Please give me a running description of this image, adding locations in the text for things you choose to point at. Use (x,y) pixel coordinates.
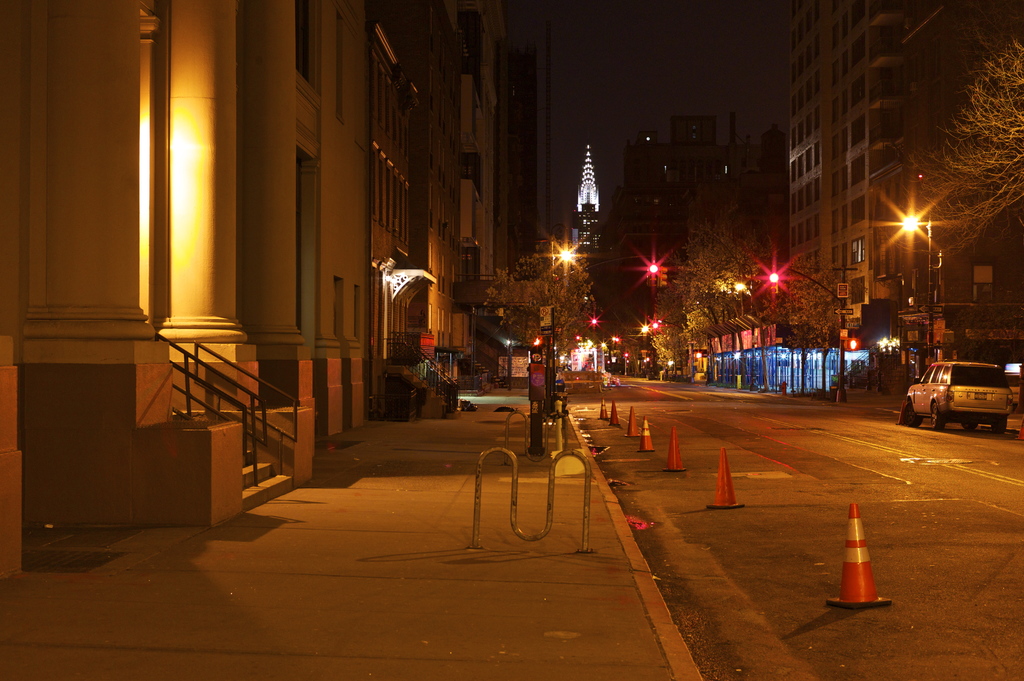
In this picture we can see few buildings (397,221), lights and road divider cones (679,451), on the right side of the image (956,404) we can see a car (925,405), in the background (816,300) we can find few trees (680,333) and poles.
